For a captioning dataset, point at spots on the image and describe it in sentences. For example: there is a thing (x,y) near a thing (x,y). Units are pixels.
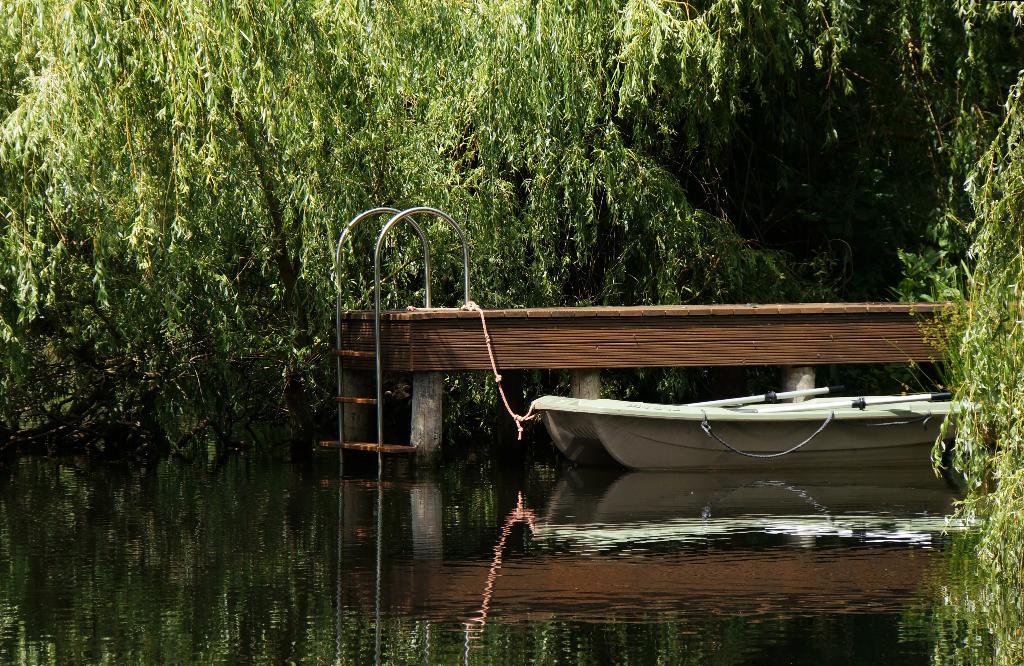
This picture is clicked outside. In the center (641,437) we can see a boat (780,427) in the water body (923,480) and we can see the paddles (911,400), metal rods (338,321), stairway (378,260), wooden object (356,372). In the background (528,189) we can see the green leaves (177,81).
